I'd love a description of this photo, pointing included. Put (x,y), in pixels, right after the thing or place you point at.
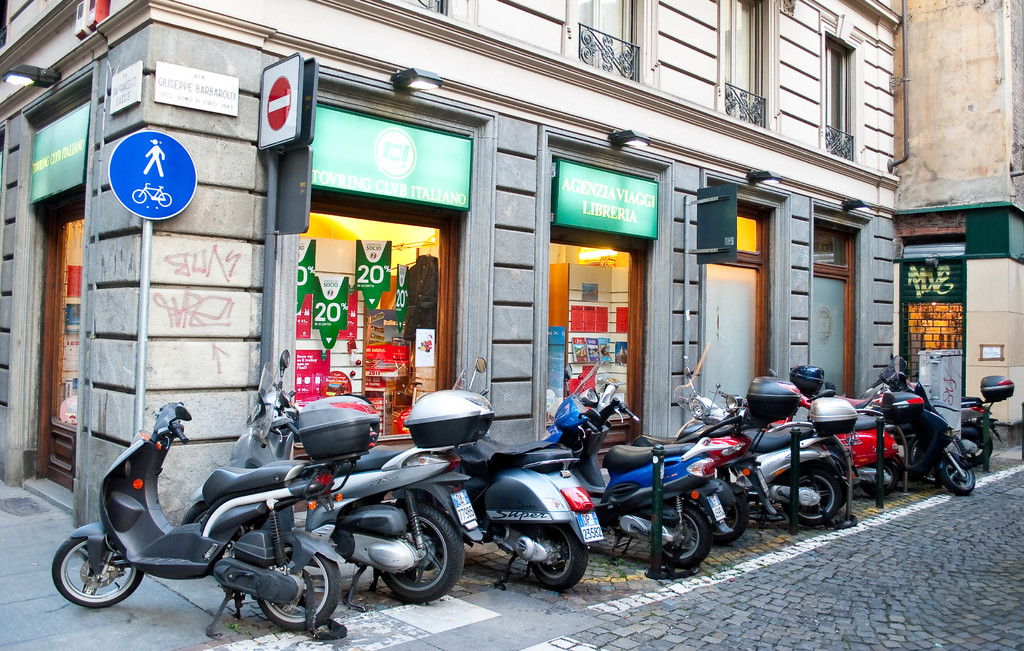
In the image we can see there are many vehicles (597,445) parked. Here we can see poles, footpath (848,559) and the building (577,56). Here we can see the board (162,159) and it looks like the shop (338,268).
